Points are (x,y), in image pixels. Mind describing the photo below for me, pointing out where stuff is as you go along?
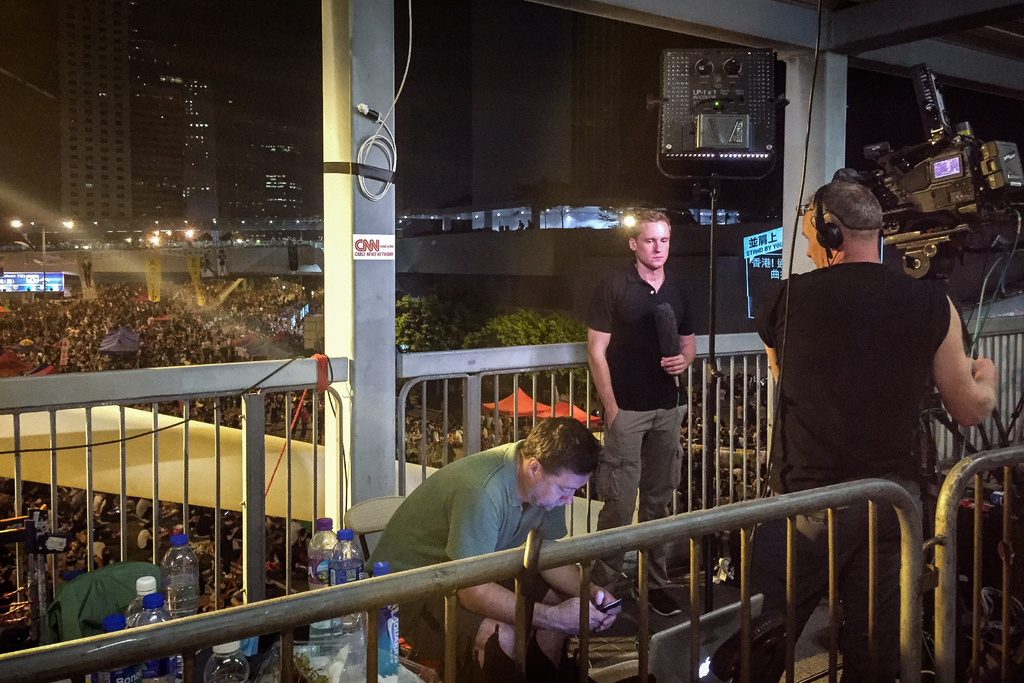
In the foreground of the picture (670,447) there are people (842,430), water bottles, chairs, laptop (674,646), camera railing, lights (749,126), mic (675,336) and other objects (356,471). In the center of the picture (513,320) there are trees (527,340), people (140,288), banners (39,281), street lights (42,234), wall (417,292), tents (511,399). In the background (203,86) there are buildings (598,129).
